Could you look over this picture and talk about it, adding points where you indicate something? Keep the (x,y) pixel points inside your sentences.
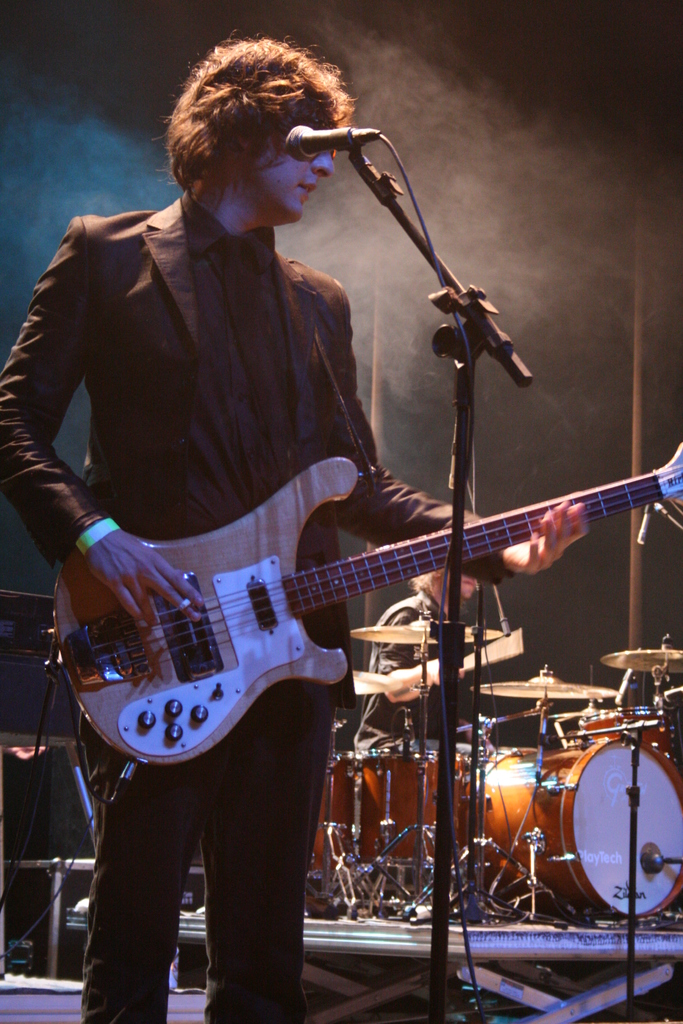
In this picture we can see a man (230,149) who is holding a guitar (385,562) with his hand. He is in black suit (132,333). And this is mike (313,138). On the background (391,638) we can see some musical instruments (481,833).
